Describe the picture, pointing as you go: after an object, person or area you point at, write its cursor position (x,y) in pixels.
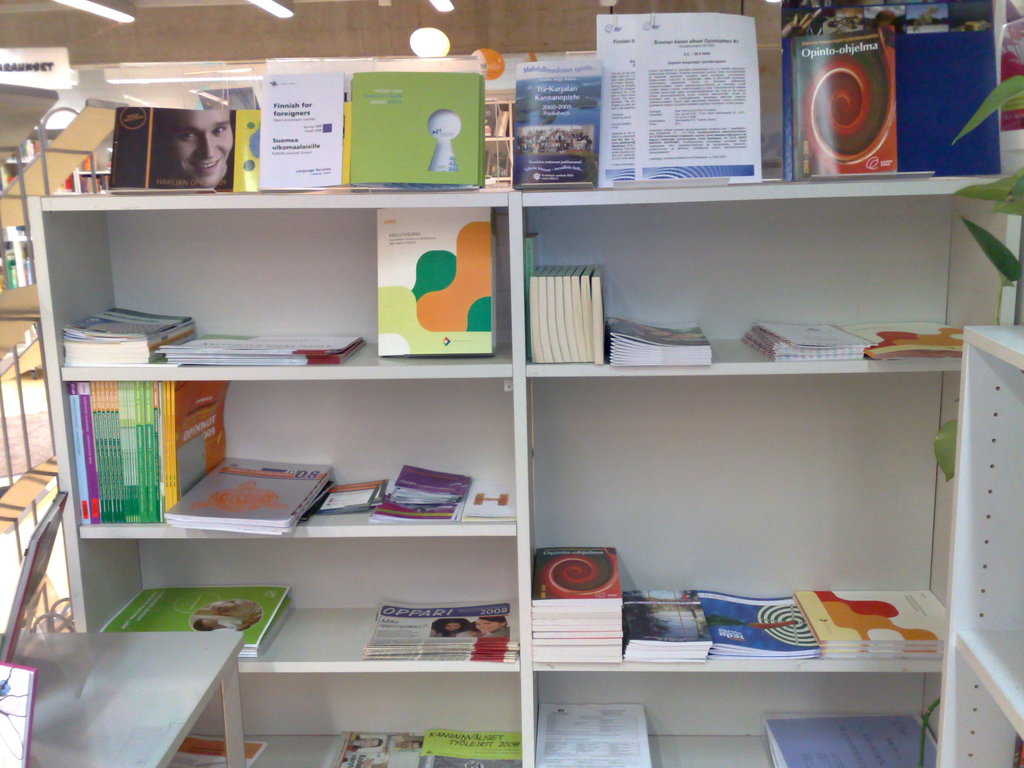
In this image I can see number of books (610,327) on the shelves (468,437). On the top side of this image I can see few lights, few white colour papers (727,79) and on it I can see something is written.
